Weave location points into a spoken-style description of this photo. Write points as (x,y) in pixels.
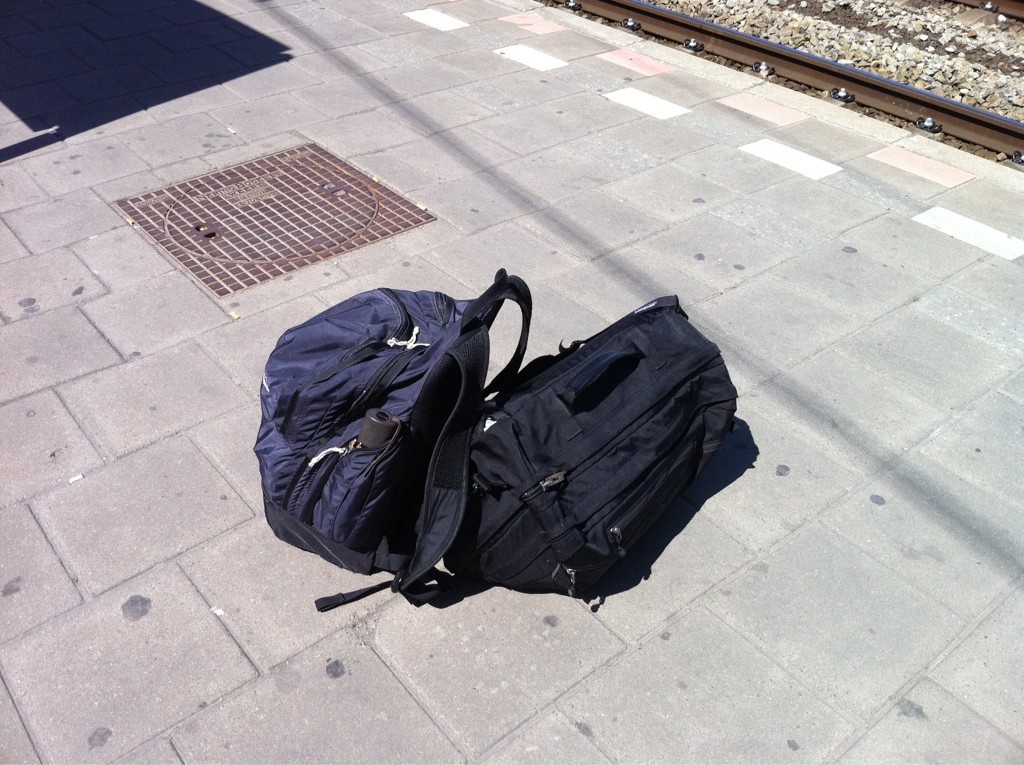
There are two bags (527,442) which are in blue and black on a platform (484,270). There is manhole lid (282,225). Beside it there is a shadow (108,121) casting of a sign board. And there is a rail (698,32) of railway track (729,28).
